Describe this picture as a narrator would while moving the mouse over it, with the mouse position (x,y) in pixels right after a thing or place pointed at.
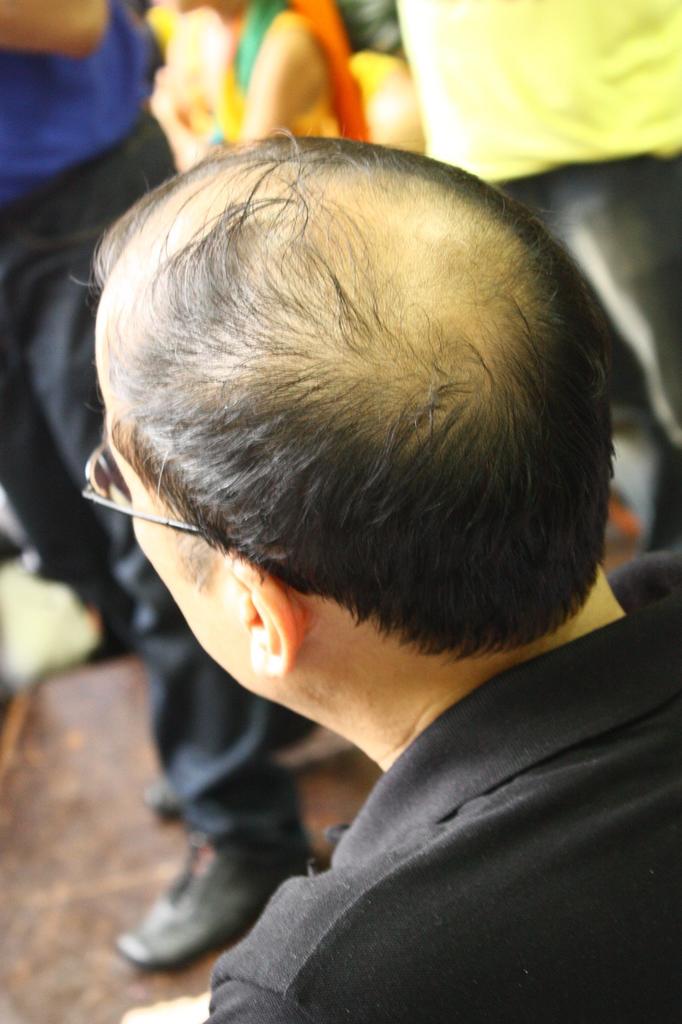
In the foreground of the picture (264,969) I can see a man (429,682) wearing a black color T-shirt (472,820) and I can see the spectacles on his eyes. In the background (22,210), I can see a few persons (664,142), though their faces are not visible.
